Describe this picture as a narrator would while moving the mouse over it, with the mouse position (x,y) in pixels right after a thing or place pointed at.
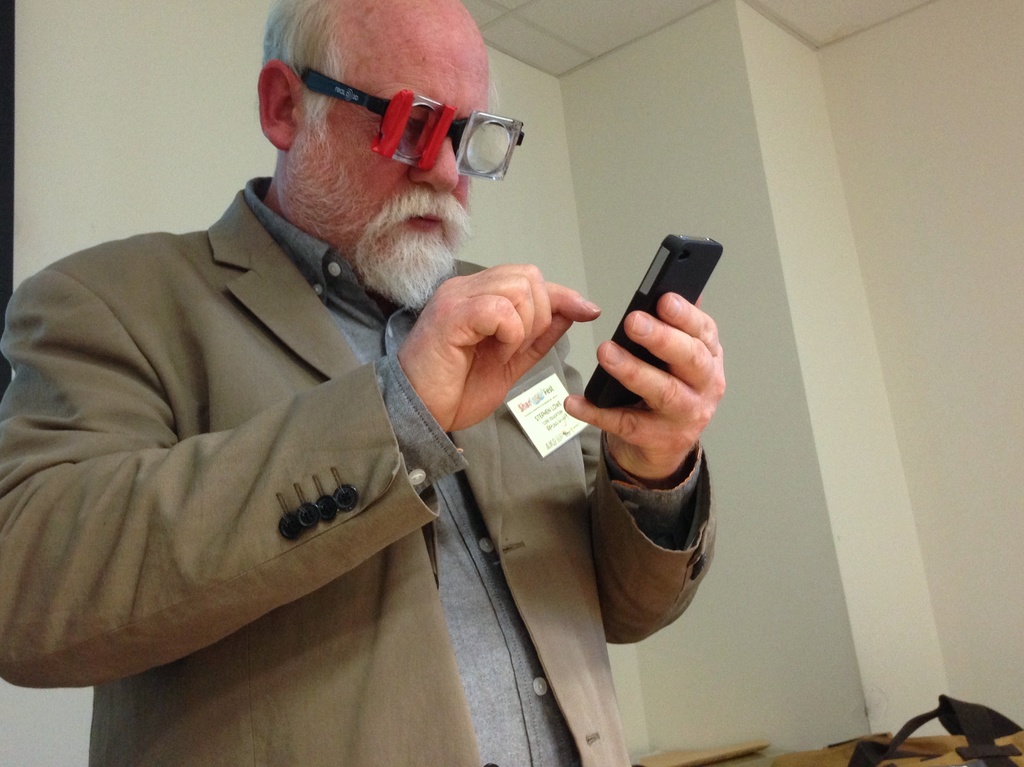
In this image there is a man (416,214) standing keeping a spectacles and holding a mobile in his hand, at the back ground (639,242) there is a wall (784,629) and table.
